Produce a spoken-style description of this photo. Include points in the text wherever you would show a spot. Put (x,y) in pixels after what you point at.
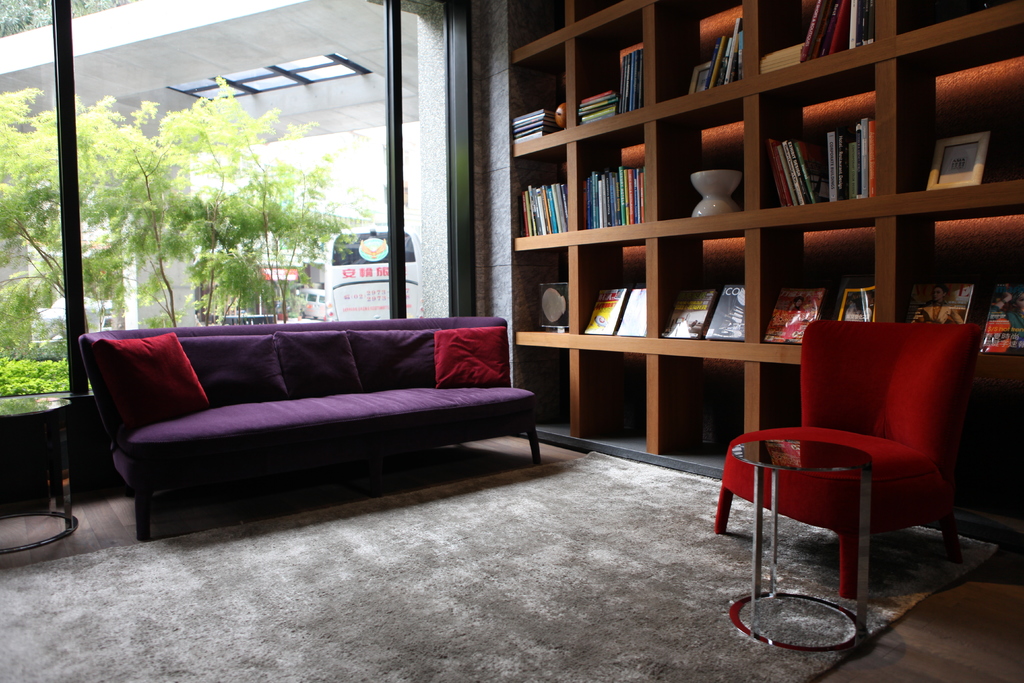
In this picture there is a sofa (440,402) on the left side of the image (221,436) and there is a bookshelf (675,434) on the right side of the image (696,402) and there is a window (315,170) on the left side of the image (152,143).
